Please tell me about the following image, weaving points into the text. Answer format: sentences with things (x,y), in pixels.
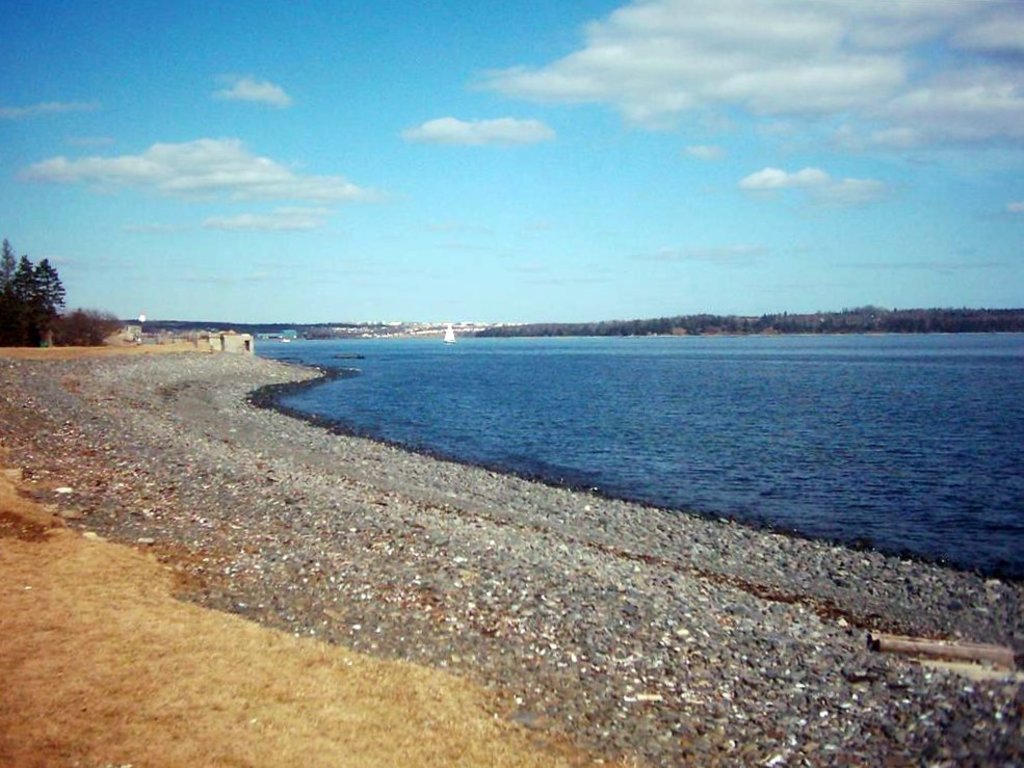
In this picture I can see the river (785,441). On the left (56,375) I can see the beach (240,501). In the background (890,311) I can see the mountain (239,327), buildings (442,326), plants (93,336) and grass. At the top (569,125) I can see the sky (564,114) and clouds (529,81).
